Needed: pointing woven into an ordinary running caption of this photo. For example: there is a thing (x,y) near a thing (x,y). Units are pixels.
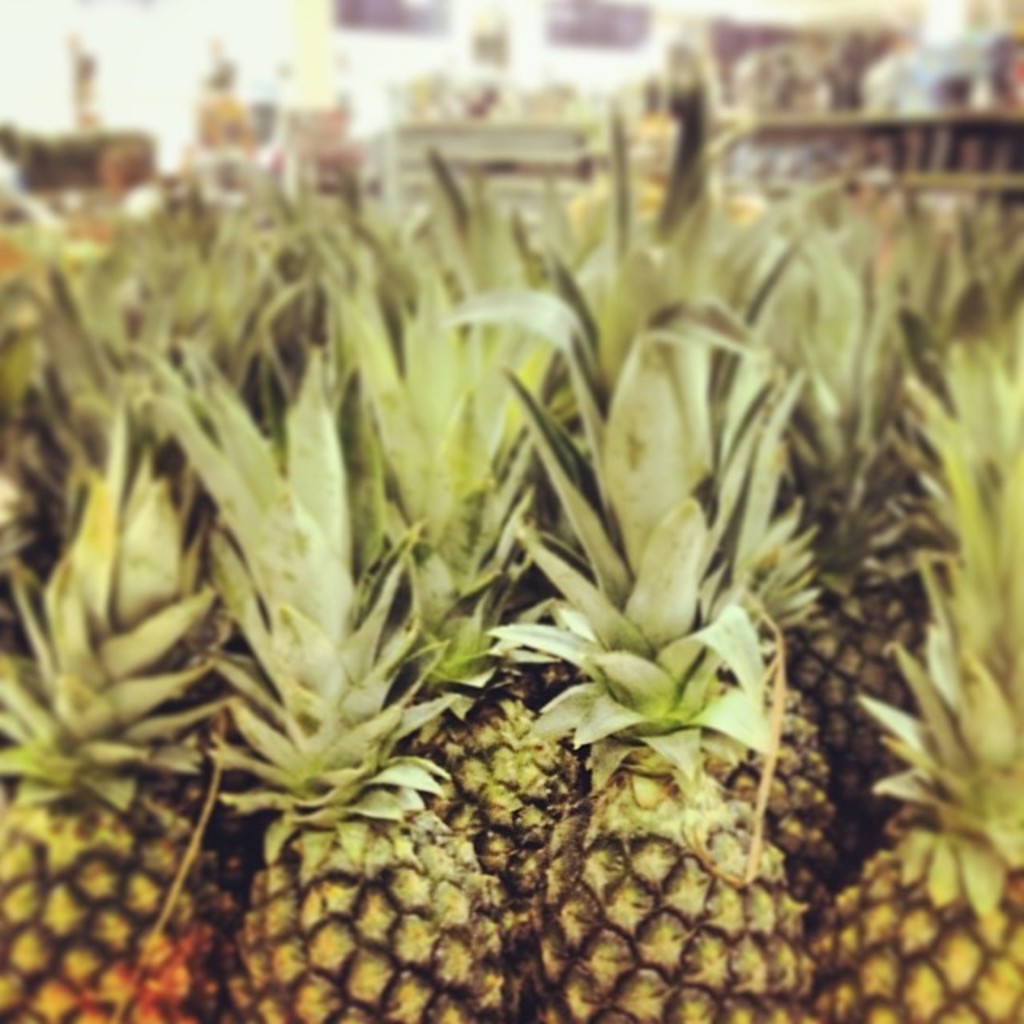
In this image I can see few pineapples (560,920) which are yellow, black and green in color. I can see the blurry background (39,79).
